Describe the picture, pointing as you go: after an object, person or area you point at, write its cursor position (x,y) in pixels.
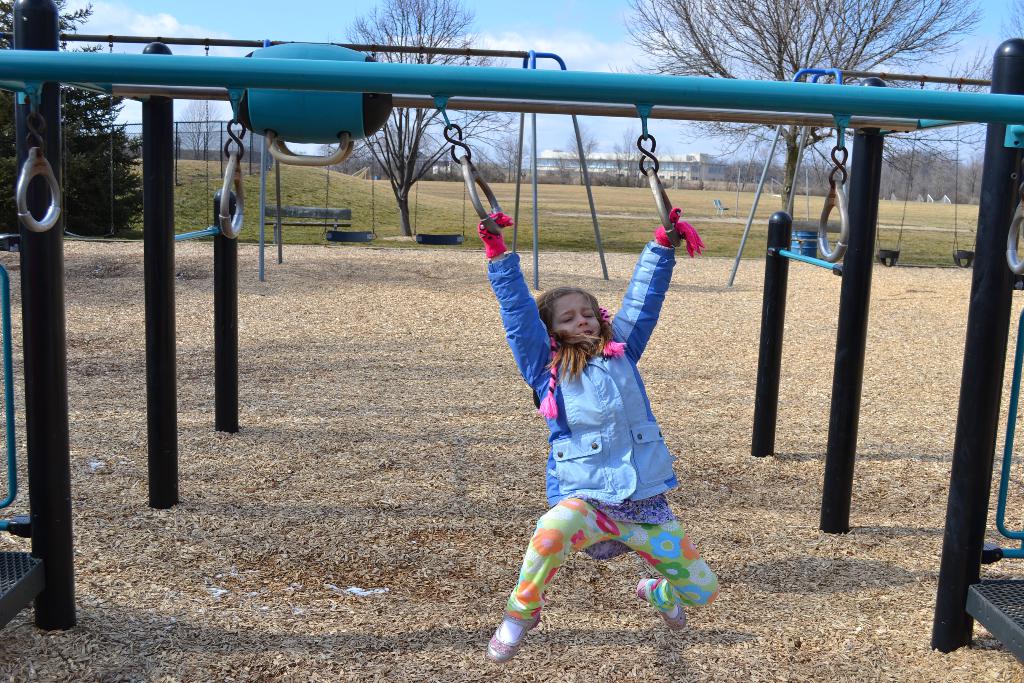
In the middle of the image (561,378) there are some poles (537,236) and a girl (655,245) is holding rings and swinging. Behind the poles (464,88) there are some trees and buildings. At the top of the image (981,40) there are some clouds (981,40) and sky (978,26).
